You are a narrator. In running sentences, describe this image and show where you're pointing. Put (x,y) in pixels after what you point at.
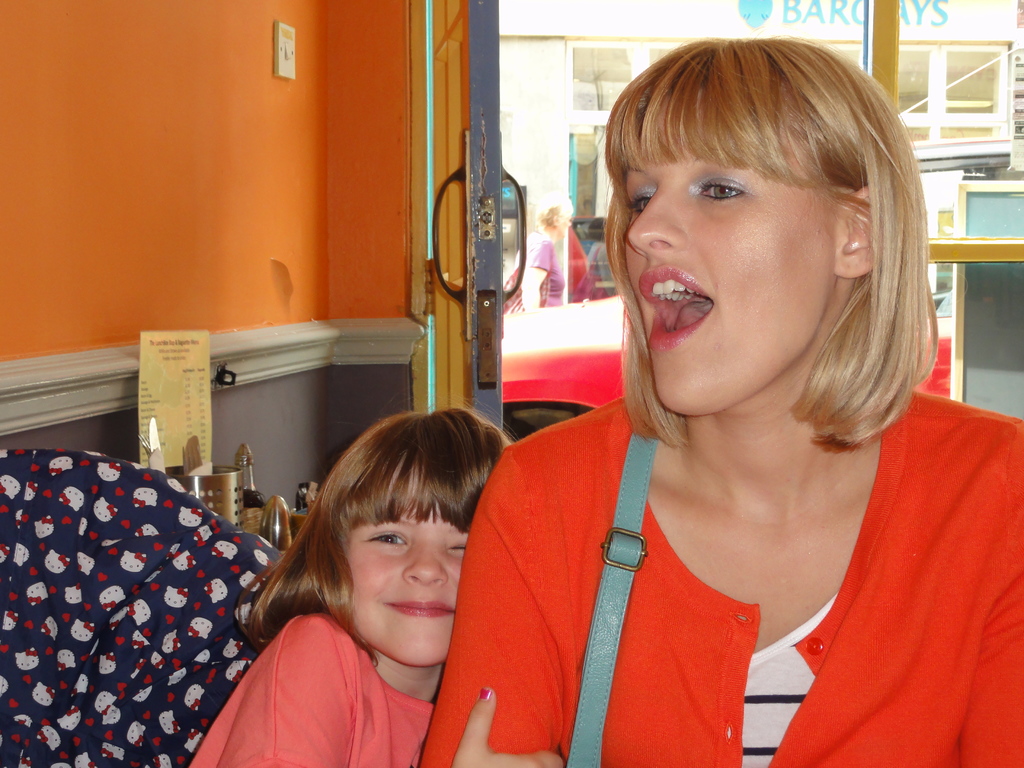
On the right side of the image (836,340) a lady (719,378) is wearing bag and shouting. In the center of the image (430,455) a girl (353,752) is holding a lady (450,662). In the background of the image (356,402) we can see the wall (295,318), some objects (240,455), board (177,397), door (494,121), glass (951,76), a lady (539,247), store (649,65).
